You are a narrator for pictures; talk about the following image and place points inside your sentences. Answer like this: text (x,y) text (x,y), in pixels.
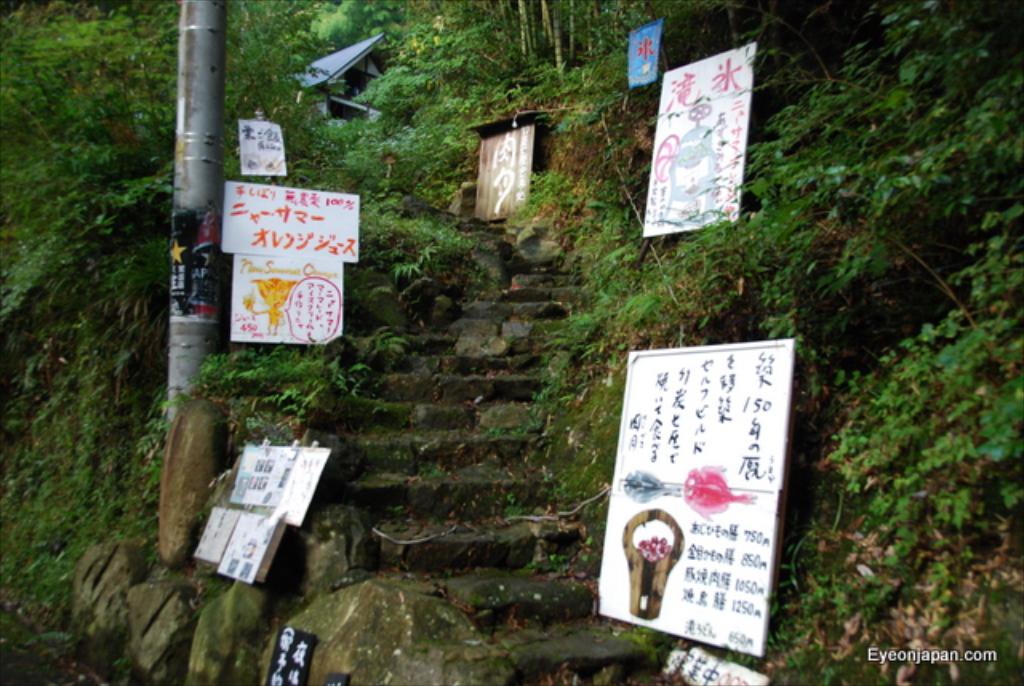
In the picture I can see many boards (708,502) on which we can see some text (321,216) is written. Here we can see a pole (213,57) on the left side of the image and steps (349,497) at the center of the image (489,454) and in the background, I can see trees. Here we can see the watermark (963,653) at the bottom right side of the image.
